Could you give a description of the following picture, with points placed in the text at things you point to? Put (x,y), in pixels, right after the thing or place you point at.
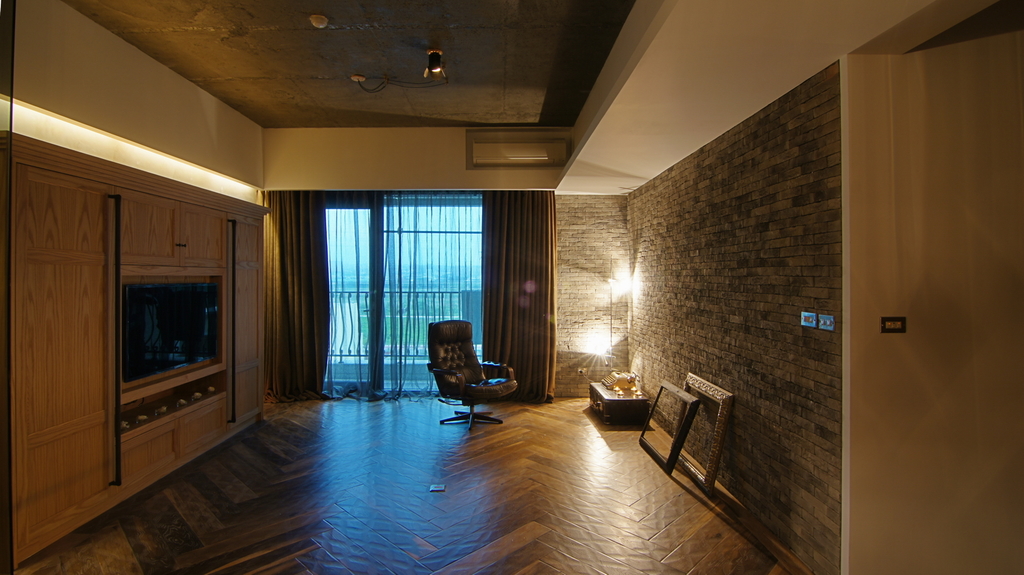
In the center of the image (491,378) we can see a chair (486,378) placed on the ground (498,428). To the right side of the image (691,397) we can see two frames (688,397), an object (629,381) placed on a table (615,409). To the left side (148,351), we can see a television (170,337) on the wall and cupboards (232,383) and some lights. In the background (507,297), we can see the curtains (434,320) and metal railing (375,323).
